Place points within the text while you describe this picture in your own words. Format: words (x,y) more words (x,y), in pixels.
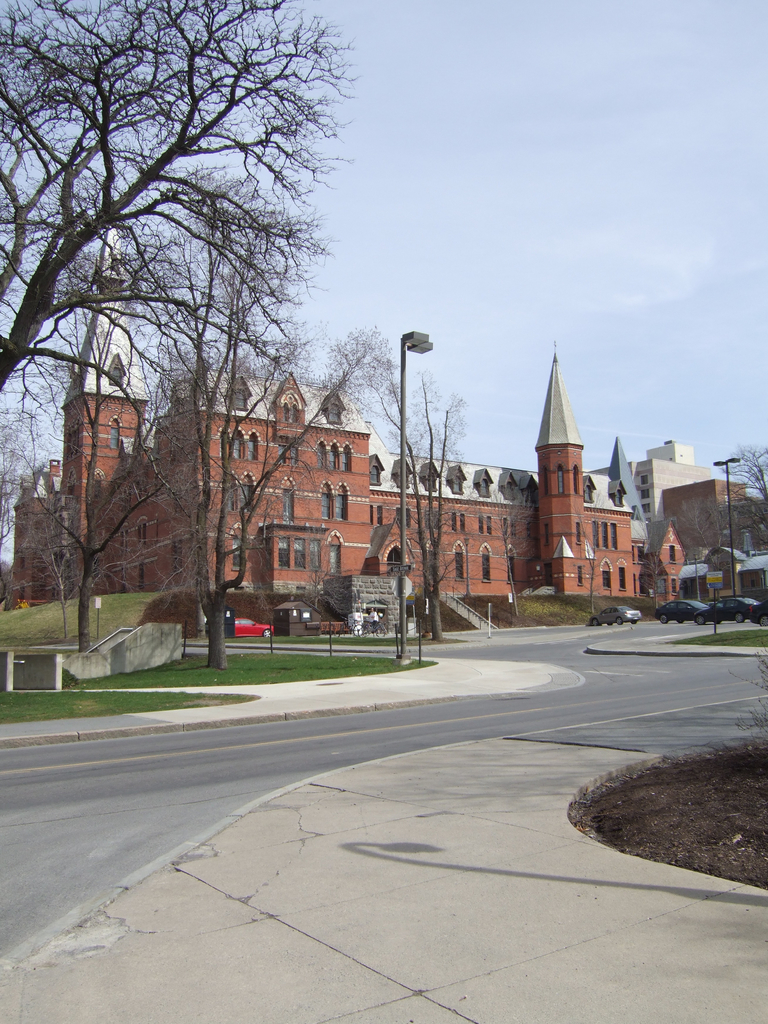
There is a road (74,796) in the foreground area of the image (346,720), there are buildings (455,567), trees (284,472), poles (734,577) and the sky (520,386) in the background (252,486).
